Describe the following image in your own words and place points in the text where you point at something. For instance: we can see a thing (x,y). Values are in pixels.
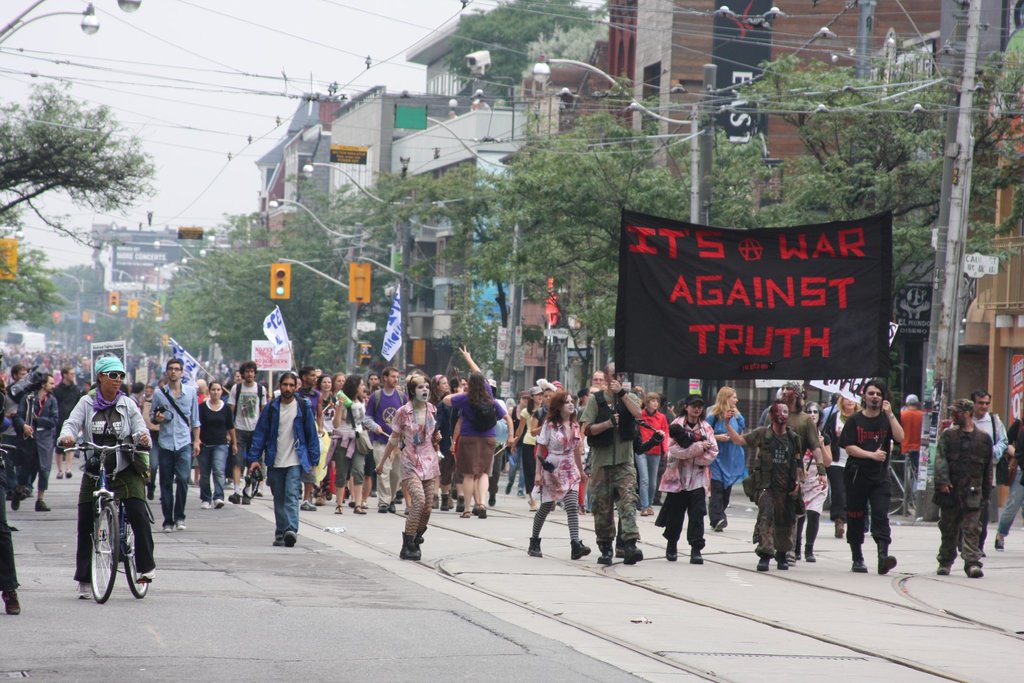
In this image there are a few people (206,451) holding flags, banners (699,355) are marching down the road (52,509) and there is a person (118,475) riding the bicycle (121,517), behind them there are lamp posts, electric cables (498,96), traffic lights (290,283), sign boards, trees (594,199) and buildings (343,176).
